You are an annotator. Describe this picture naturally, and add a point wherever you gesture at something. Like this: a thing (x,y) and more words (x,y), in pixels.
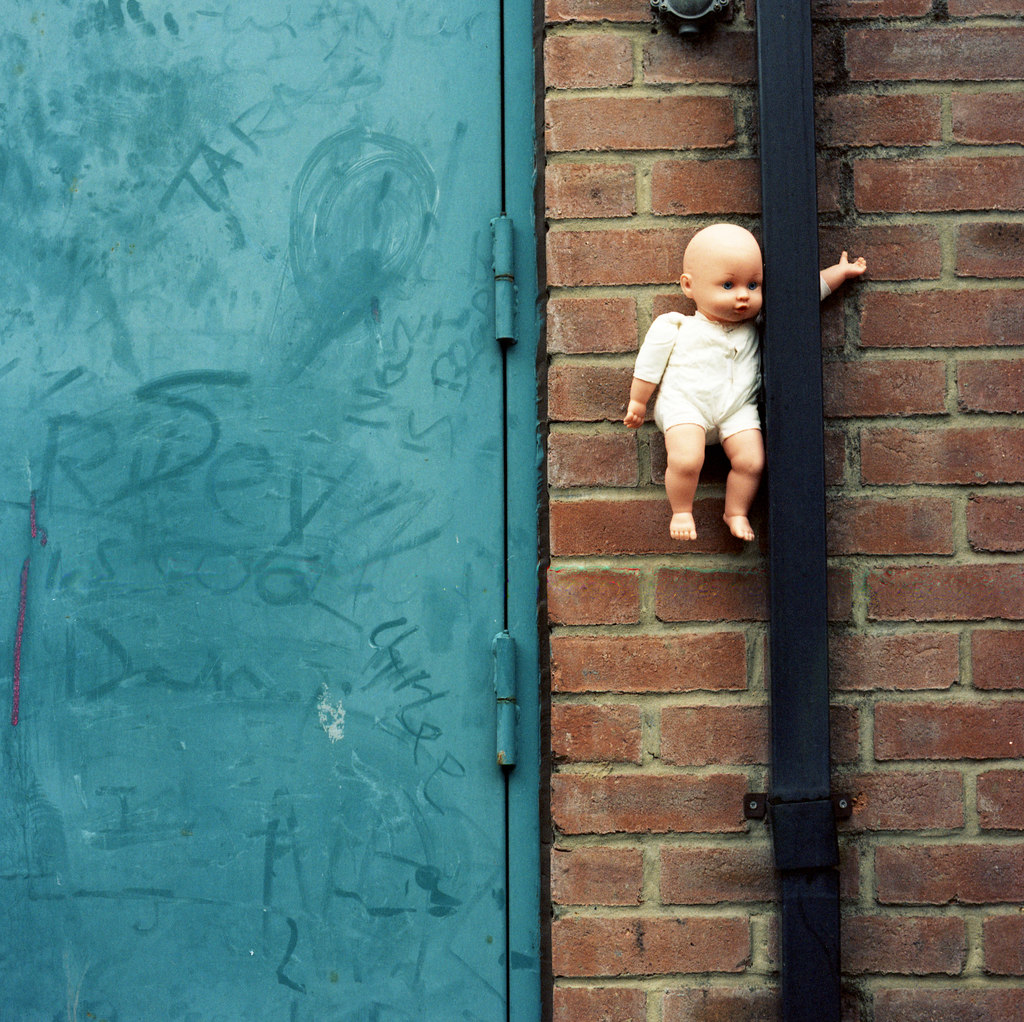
In this image, we can see a toy hand (829,285) in between wall (892,207) and rod (783,198). There is a door (380,559) on the left side of the image (295,622).
